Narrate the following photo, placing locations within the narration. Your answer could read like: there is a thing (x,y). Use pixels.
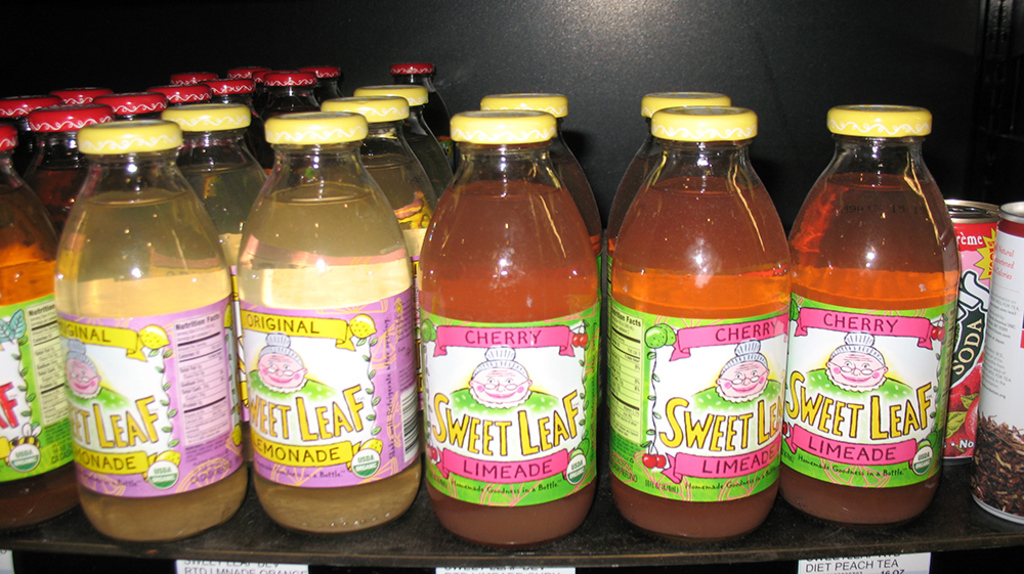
In this image I see a number of bottles (892,191) and 2 cans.
